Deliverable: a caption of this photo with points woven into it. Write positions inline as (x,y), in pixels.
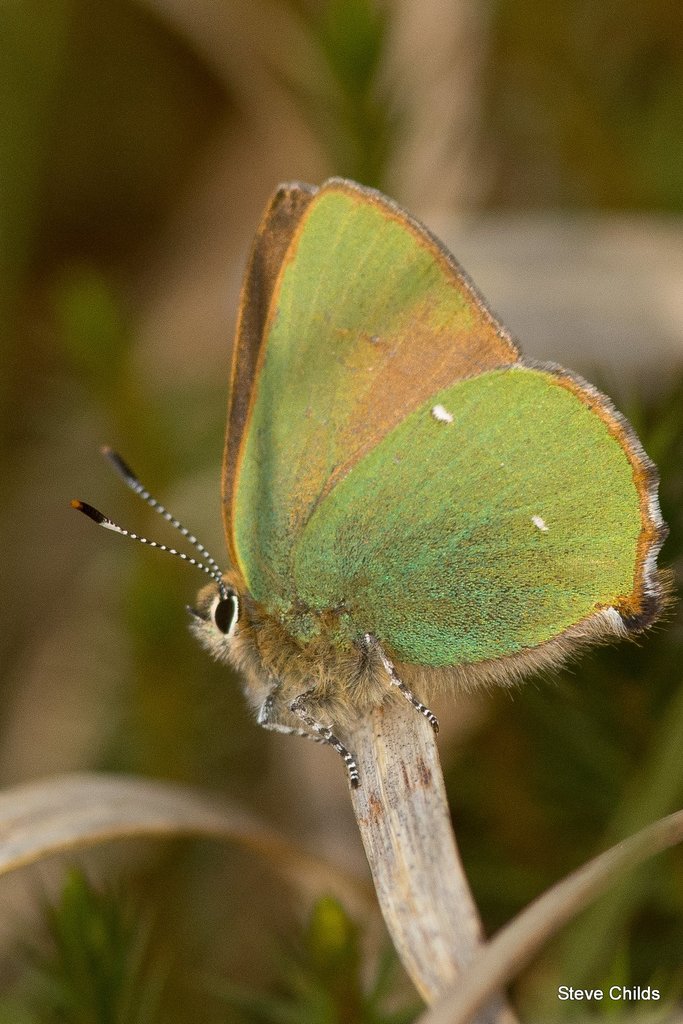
In this picture we can see a green color butterfly (320,497) who is standing on this leaf (429,823). On the bottom (60,1023) we can see a plants (65,964). On the bottom right corner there is a watermark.
